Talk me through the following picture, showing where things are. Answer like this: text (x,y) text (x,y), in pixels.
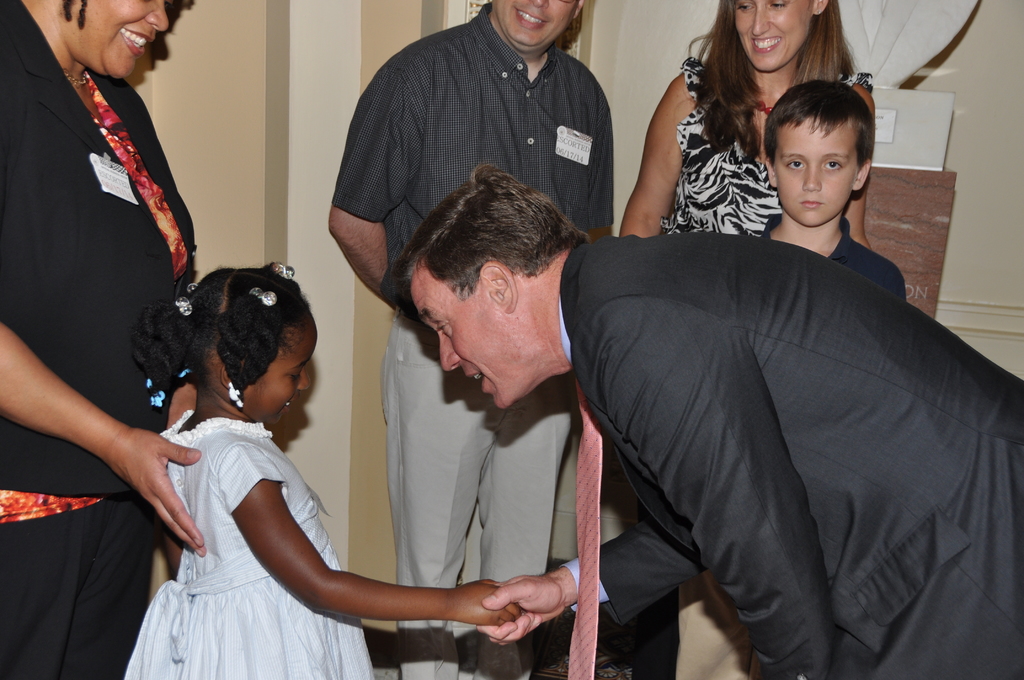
In this image we can see people (718,226). In the background (217,20) there is a wall (441,8) and we can see an object (904,160) placed on the stand (902,233).
